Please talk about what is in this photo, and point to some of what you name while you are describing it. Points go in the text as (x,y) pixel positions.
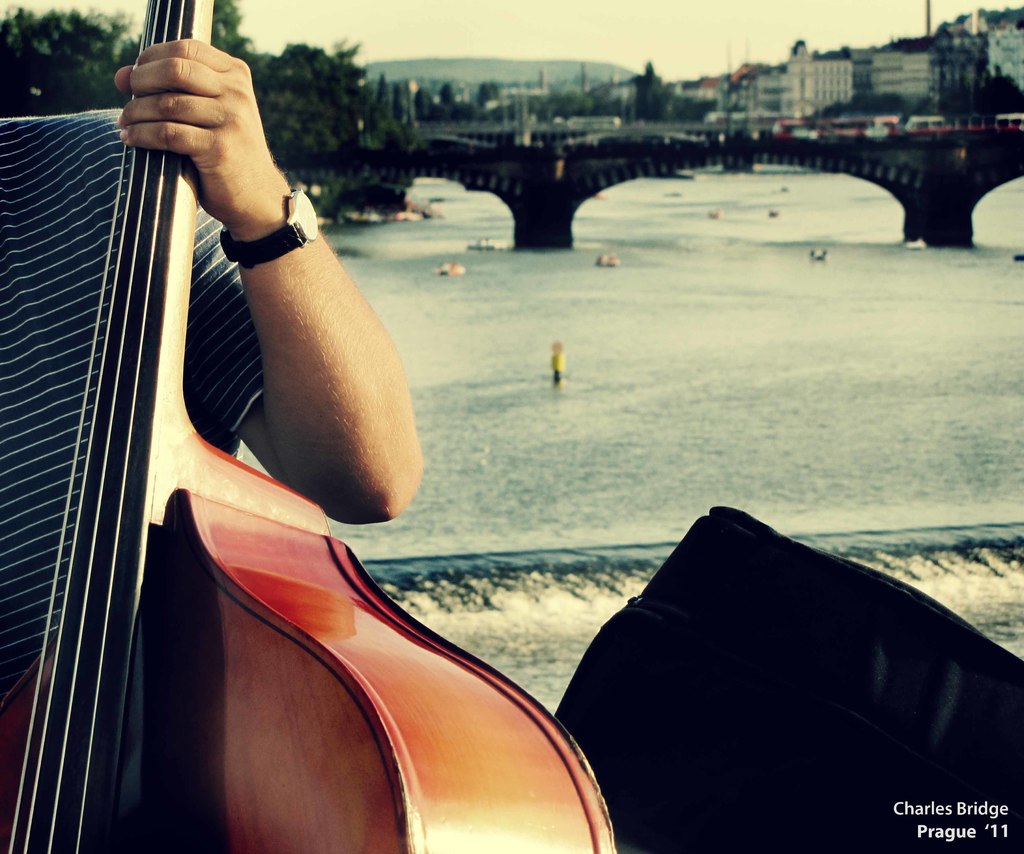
Here we can see a person (106,217) holding the double bass (177,362) in his hands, and at back (590,336) here is the water (569,264), and here is the bridge (625,171), and here are the buildings (917,67).
